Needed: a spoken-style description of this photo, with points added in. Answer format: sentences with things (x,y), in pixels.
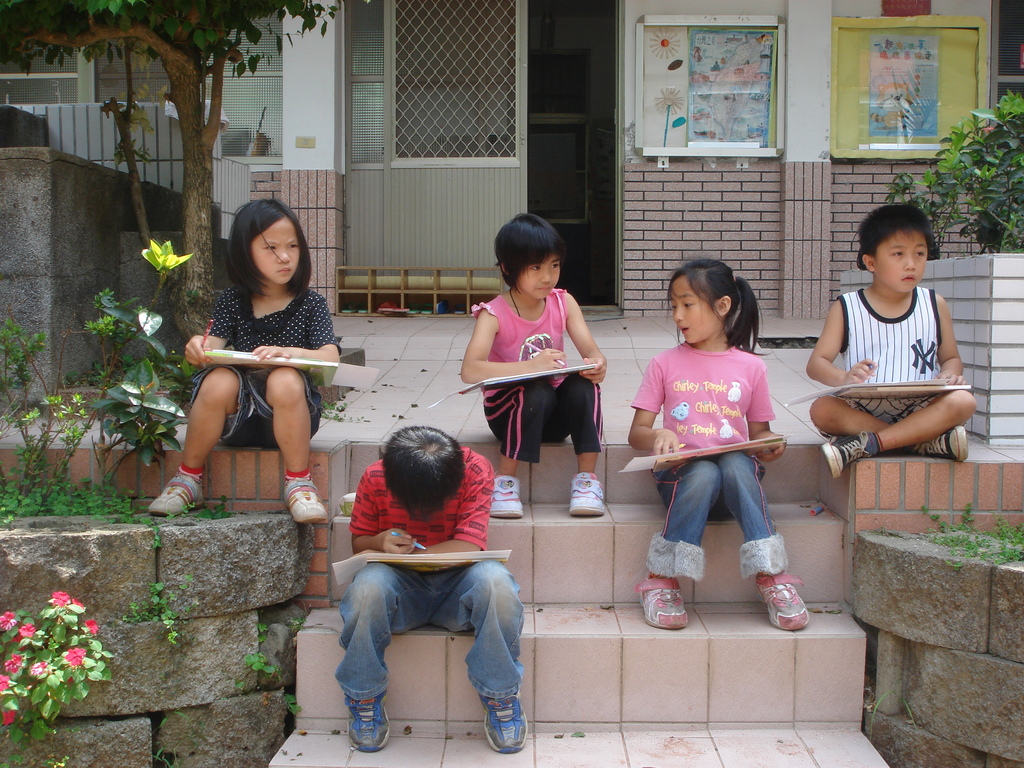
In this picture I can see group of kids (549,416) are sitting on the steps (562,448). These kids (472,595) are holding some objects (692,454). In the background (723,189) I can see boards (749,80) attached to the wall (726,231). On the left side (198,270) I can see plants (70,692) and trees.
